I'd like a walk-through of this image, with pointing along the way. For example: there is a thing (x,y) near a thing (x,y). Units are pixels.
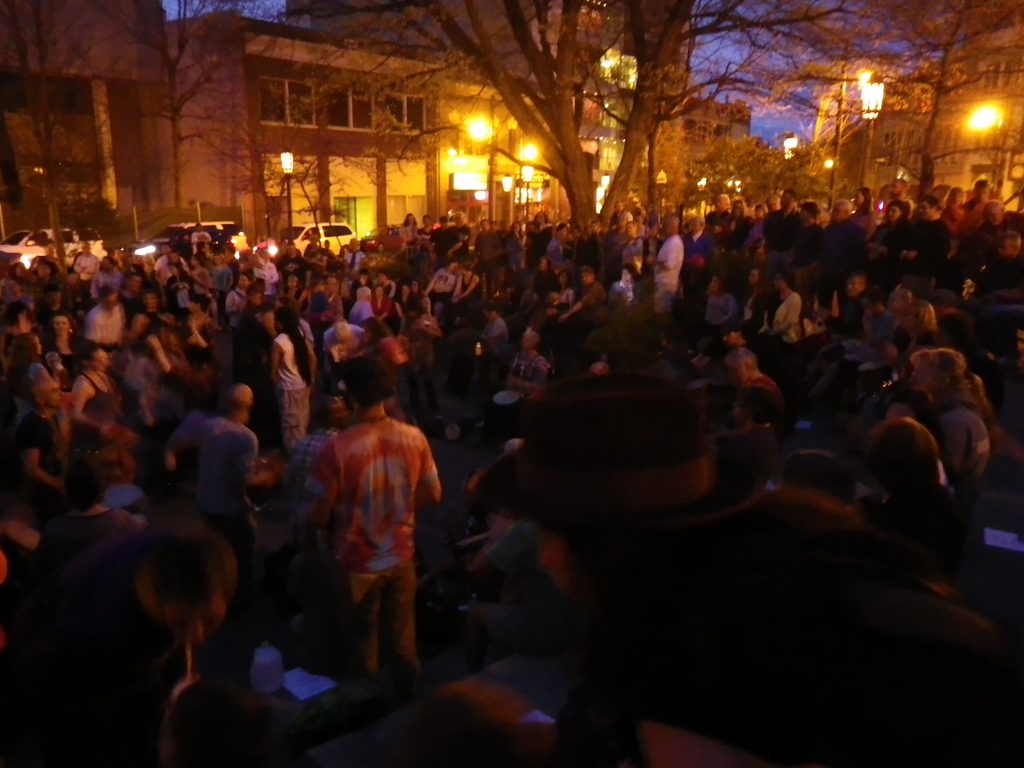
In this picture I can see group of people (314,532) standing, there are lights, poles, vehicles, trees (560,162), buildings (14,45), and in the background (834,5) there is sky (742,75).
